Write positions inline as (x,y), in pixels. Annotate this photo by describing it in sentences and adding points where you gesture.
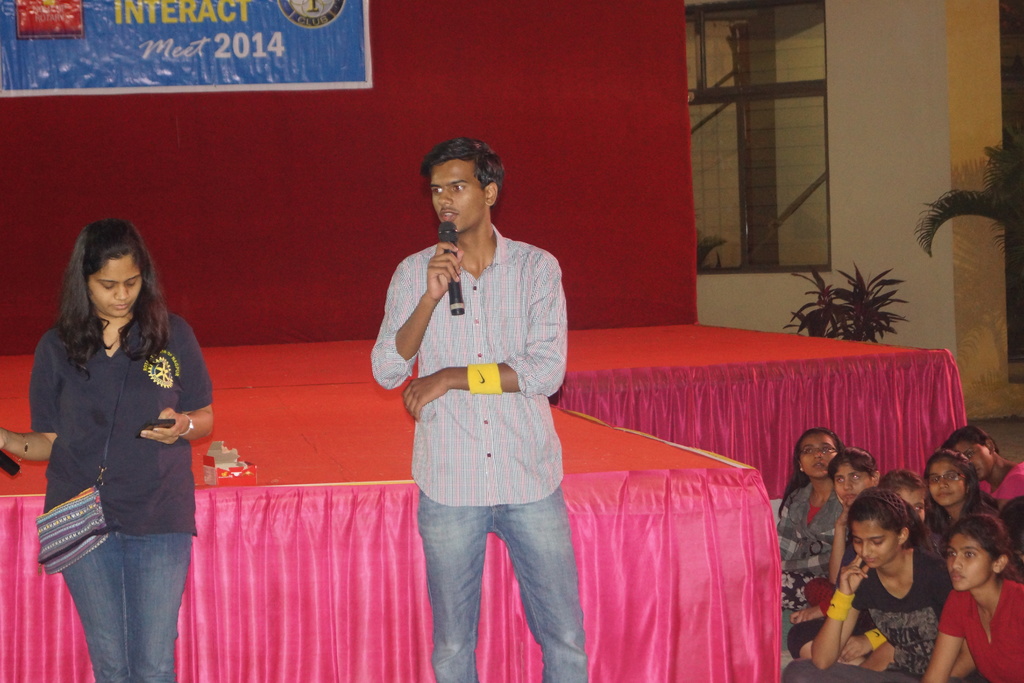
In this picture we can see two persons (496,452) are standing and some people (879,533) are sitting, a man (492,466) in the front (479,463) is holding a microphone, a woman (185,495) on the left side (185,495) is holding a microphone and a mobile phone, in the background (258,61) there is a banner (258,41), we can see some text (281,42) on the banner (261,21), on the right side (868,268) there are some plants (869,286) and a wall (868,235).
